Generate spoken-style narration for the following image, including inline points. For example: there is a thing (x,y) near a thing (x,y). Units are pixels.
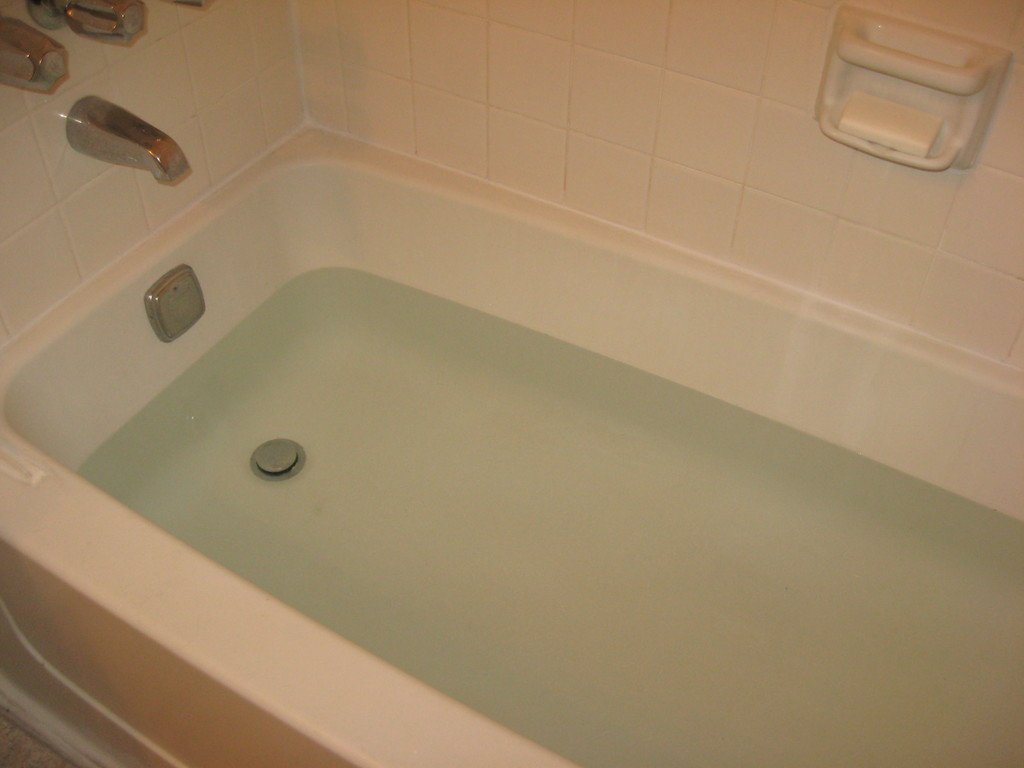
Bathtub (349,234) with water (252,514). Wall (606,53) with tiles (322,103). Here we can see tap (170,176) and soap holder (905,70).
